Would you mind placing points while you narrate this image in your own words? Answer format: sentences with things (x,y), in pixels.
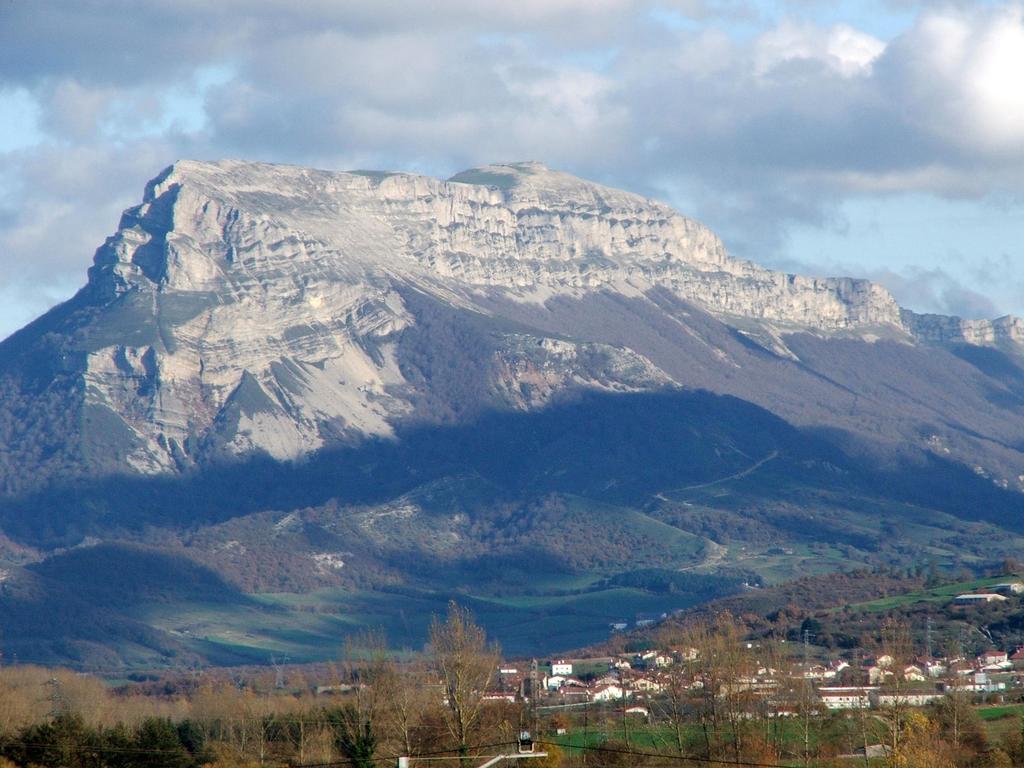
In front of the image there are trees (410,670), buildings (766,672). In the background of the image (248,210) there are mountains (531,377). At the top of the image (569,43) there are clouds (609,2) in the sky (609,2).
